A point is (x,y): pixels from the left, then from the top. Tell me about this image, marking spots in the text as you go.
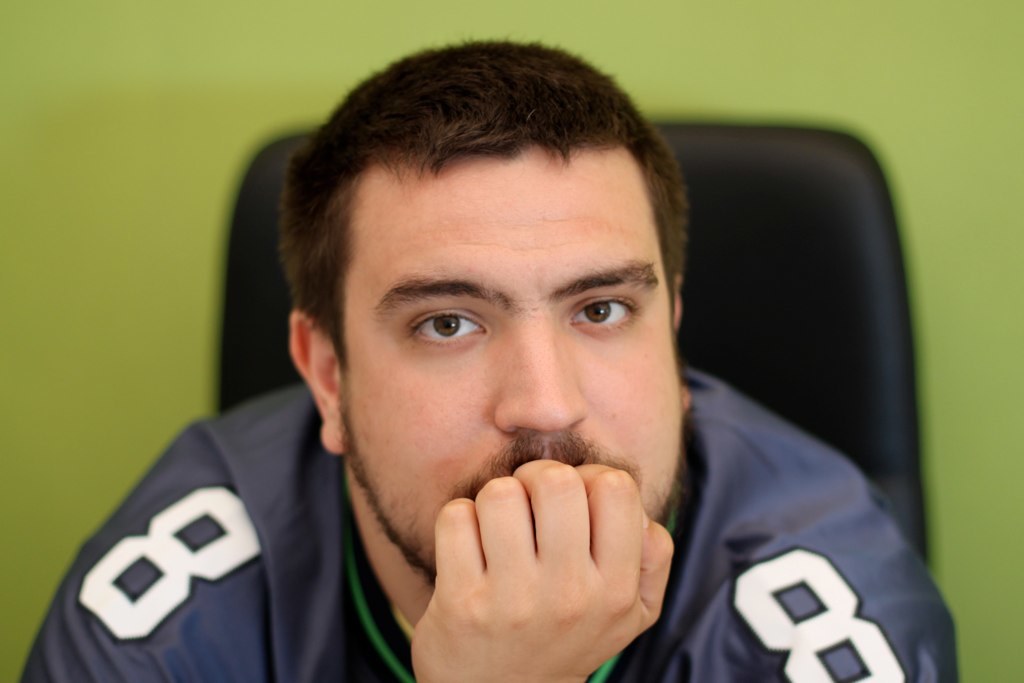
In this image I can see a person (523,421) wearing green, blue and white colored dress (316,602) is sitting on a chair (751,346) which is black in color. I can see the green colored background (961,391).
